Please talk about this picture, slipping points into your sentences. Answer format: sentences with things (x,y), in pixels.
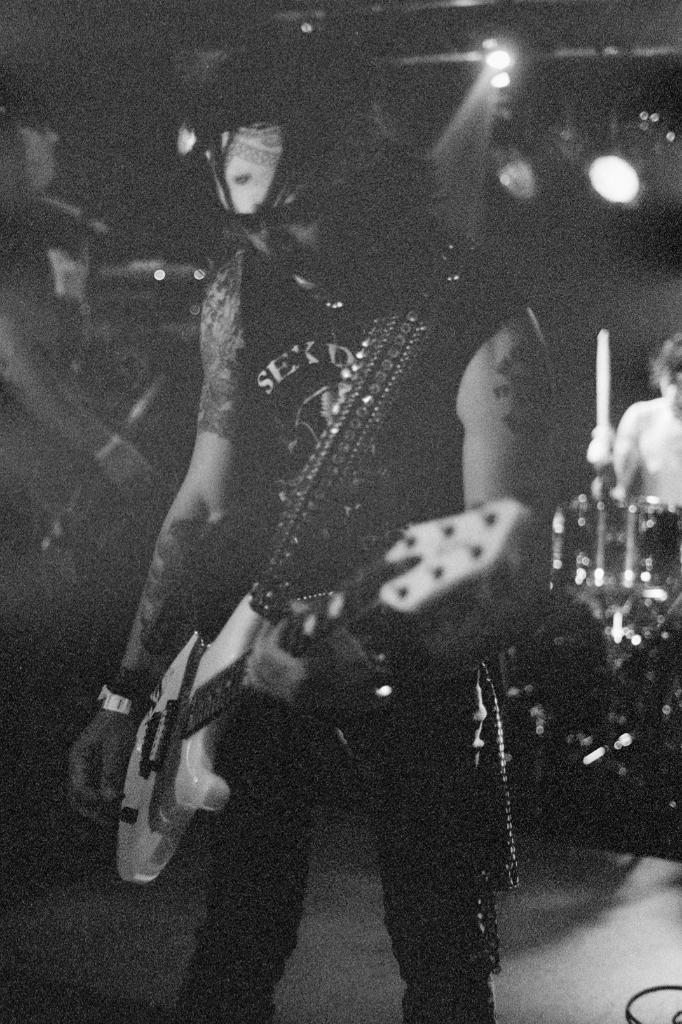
This is the picture of a black and white image where we can see a person (233,860) standing and playing a guitar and in the background (668,487), we can see some people (74,240) are playing a musical instrument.
